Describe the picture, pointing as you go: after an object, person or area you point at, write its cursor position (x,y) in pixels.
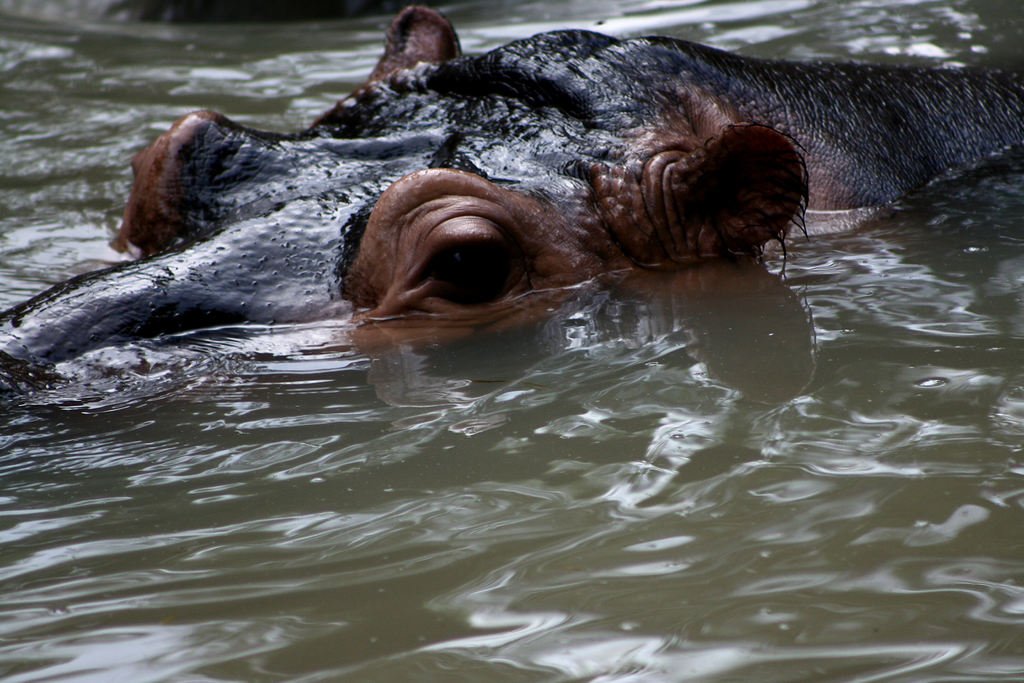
In this picture I can see a hippopotamus (563,245) in the water (870,30).
